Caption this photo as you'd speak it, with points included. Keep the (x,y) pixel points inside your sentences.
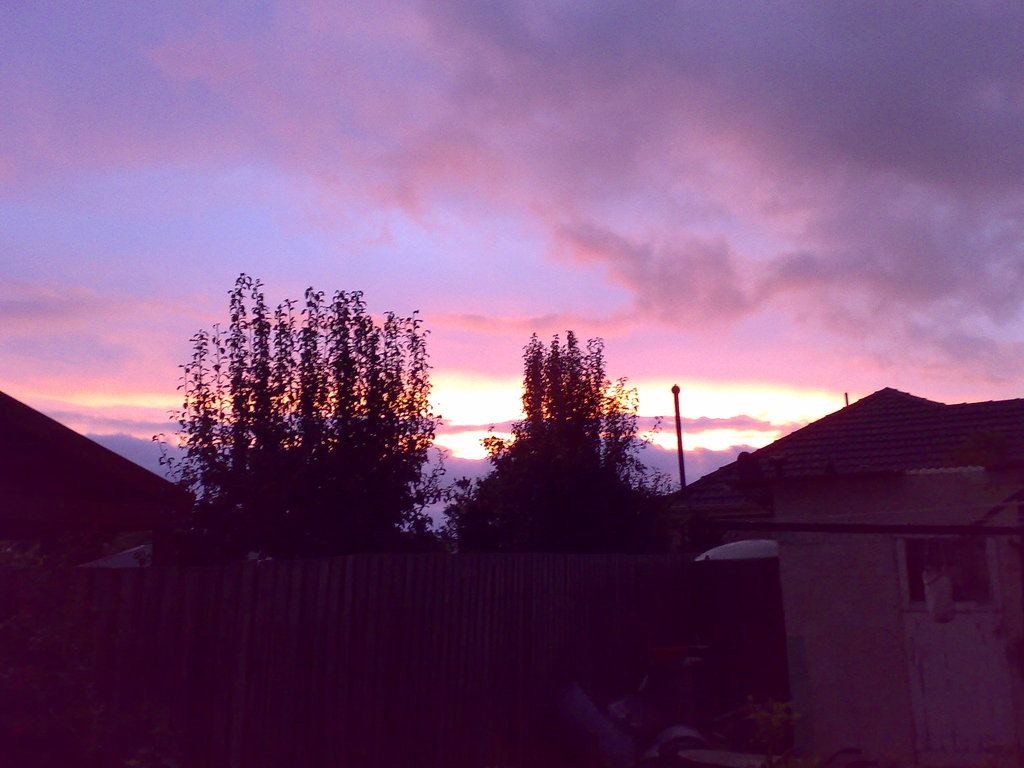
In this image I see the fencing (598,615) over here and I see the trees (582,462) and houses (678,500). In the background (537,178) I see the sky (463,271) which is a bit cloudy and I see that it is a bit dark over here.
